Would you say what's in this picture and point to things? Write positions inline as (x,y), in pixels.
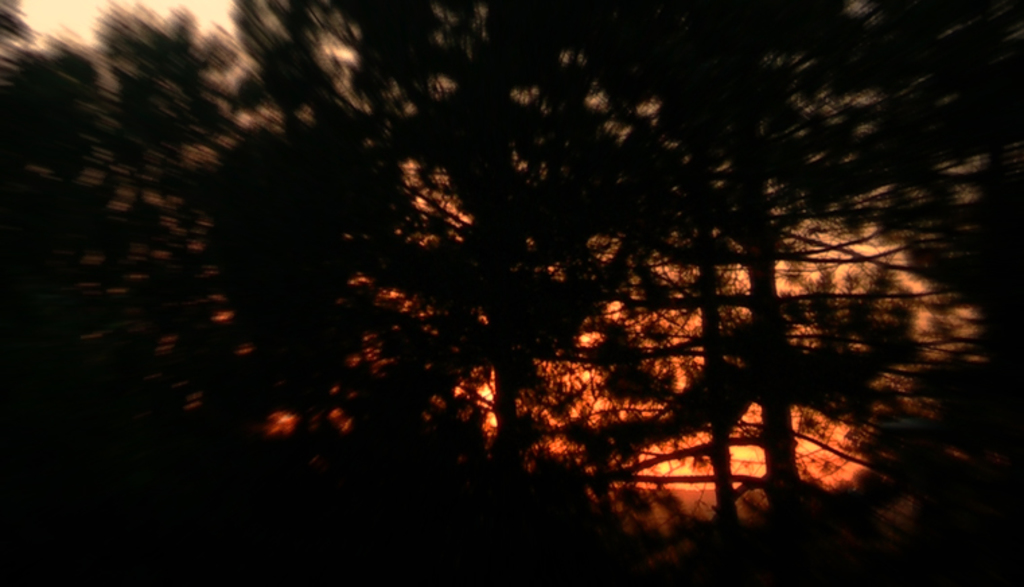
In this image I can see trees (397,223) and I can see this image is little bit blurry blurry. I can also see orange colour in background (690,504).
